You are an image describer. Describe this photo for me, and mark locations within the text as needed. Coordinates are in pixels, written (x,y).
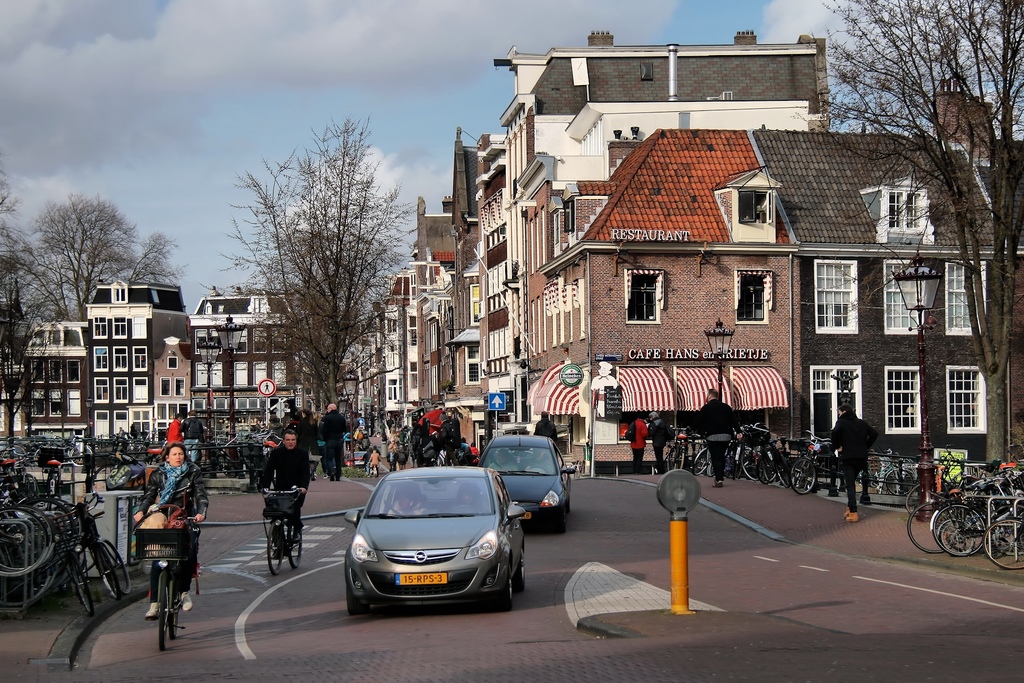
In this image we can see a road (463,613). There are many vehicles (448,531). Few people (172,494) are riding cycles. On the sides of the road (231,551) there are cycles (937,502), buildings (493,336) with windows (747,294) and names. Also there are trees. In the background (392,54) there is sky (322,106) with clouds (250,73). Also there are sign boards (499,398).
